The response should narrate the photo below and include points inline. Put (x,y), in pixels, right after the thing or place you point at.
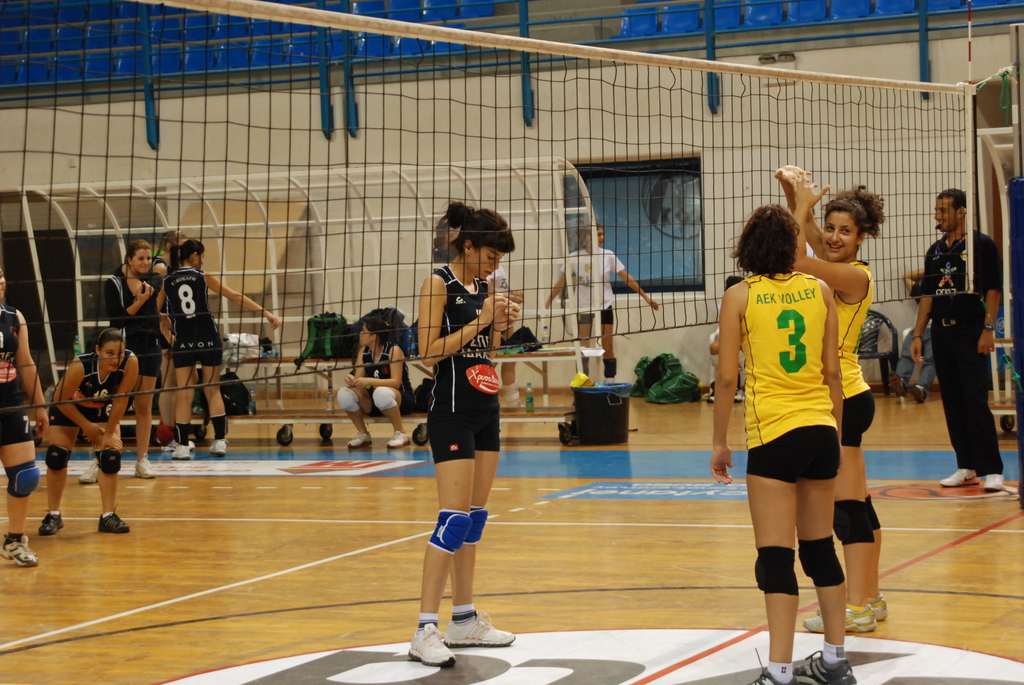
In this image there are group of people (480,371) standing, bags (660,381), net (433,249), bottle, benches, chairs (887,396), iron rods (293,322), trolley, dustbin (614,398), staircase (580,31).
